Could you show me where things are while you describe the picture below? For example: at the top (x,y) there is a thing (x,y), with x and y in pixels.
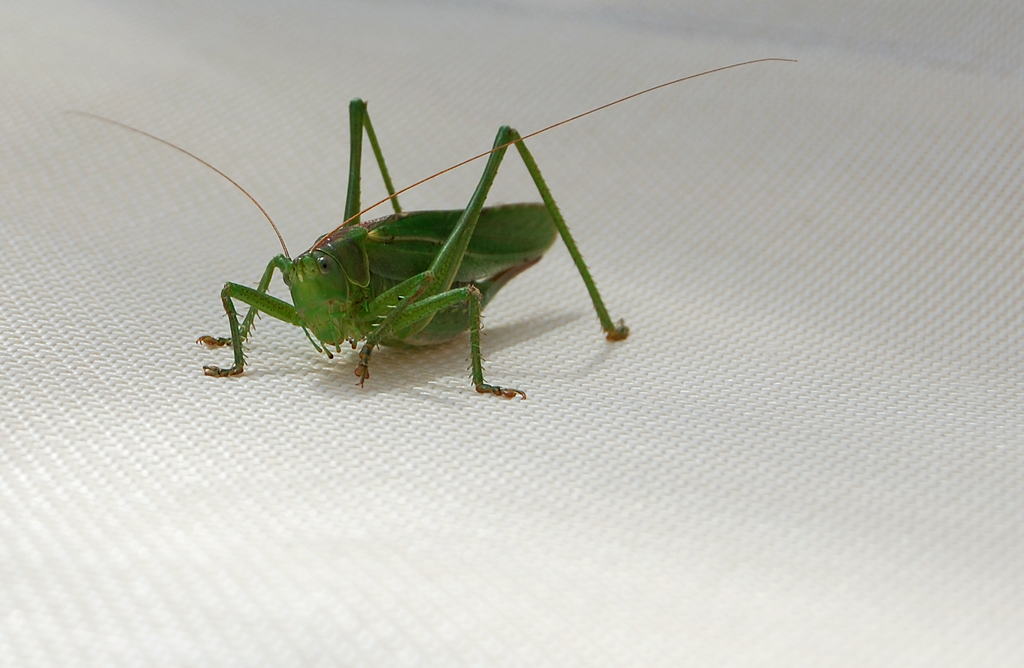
It is a zoom in picture of a locust (389,291) on the white surface (378,470).
